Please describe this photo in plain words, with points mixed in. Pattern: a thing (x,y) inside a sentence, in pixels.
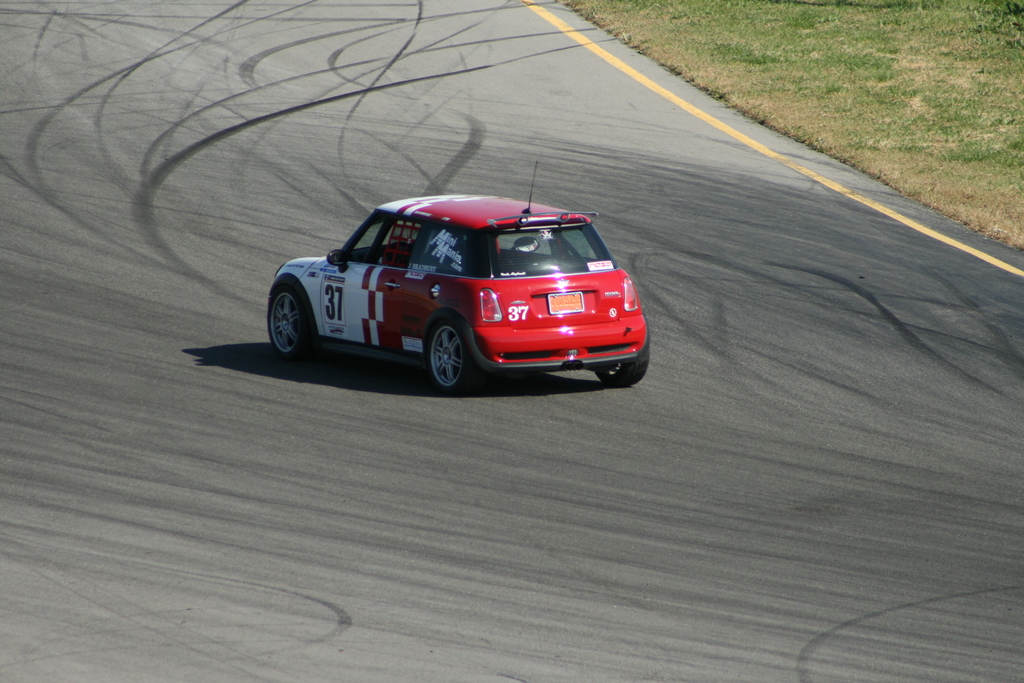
In the picture I can see a car (545,214) on the road (609,494) and it is in the middle of the picture (389,241). I can see the green grass (937,154) on the side of the road (920,205) on the top right side (893,57).
